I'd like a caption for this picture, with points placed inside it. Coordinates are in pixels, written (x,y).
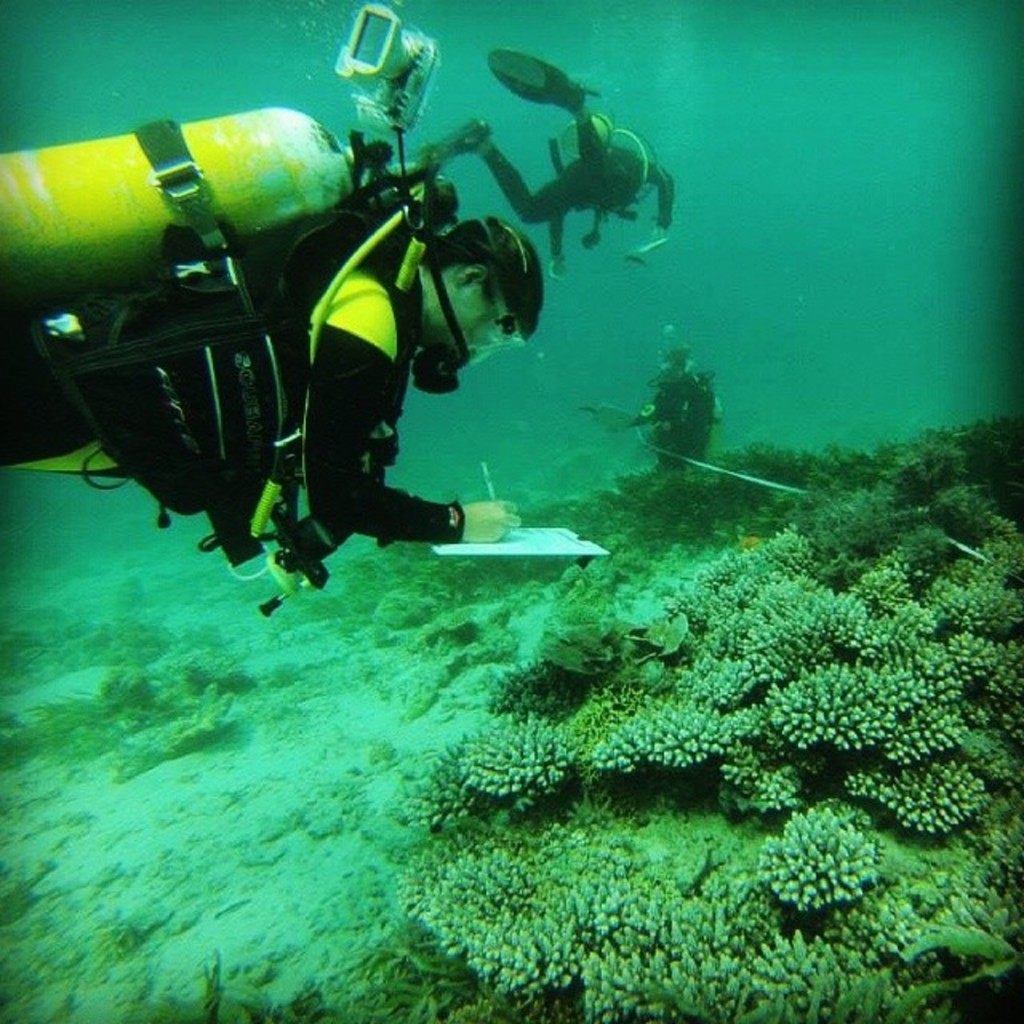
This picture describes about under water environment, in the water (509,379) we can see few plants (588,605) and group of people (616,165), they wore scuba diving suits (628,190) and a person (488,295) is writing with the help of pen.
